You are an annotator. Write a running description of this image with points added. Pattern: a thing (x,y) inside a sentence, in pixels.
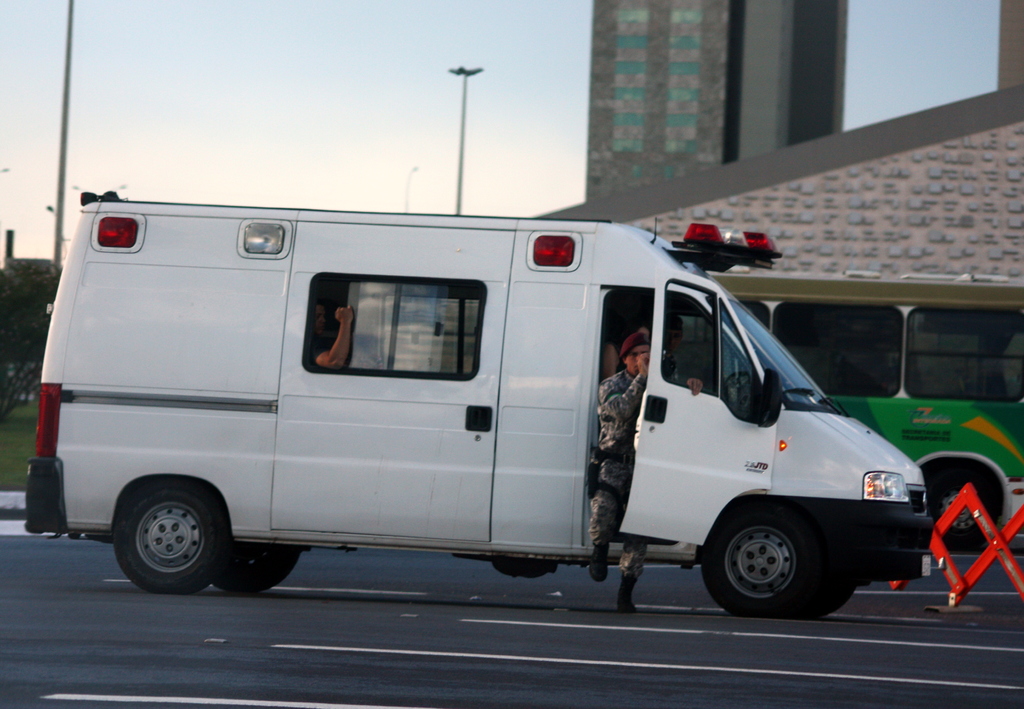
In this image there is the sky (283,78) towards the top of the image (312,52), there are poles (463,152), there are buildings (759,84) towards the top of the image (893,130), there is a wall (830,205) towards the right of the image (876,203), there is a tree (9,329) towards the left of the image (21,347), there is grass (12,446) towards the left of the image (10,432), there is road (558,653) towards the bottom of the image (132,620), there are vehicles (725,390) on the road (995,586), there is a man (637,345) on the road (997,570), there is a man (337,350) sitting in the vehicle (330,378), there is an object (972,577) towards the right of the image (998,538).
